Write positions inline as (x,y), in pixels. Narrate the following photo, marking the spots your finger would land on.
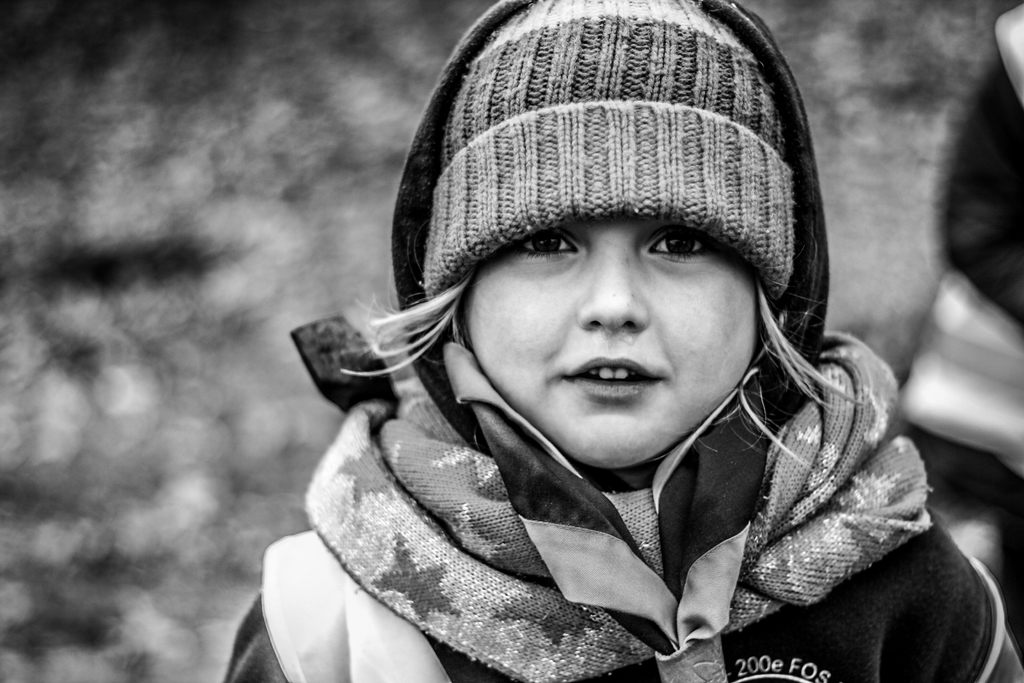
In this image we can see one girl (489,598) with a woolen cap (633,161) standing, one object (309,363) on the ground (142,617) and the background (964,171) is blurred.
